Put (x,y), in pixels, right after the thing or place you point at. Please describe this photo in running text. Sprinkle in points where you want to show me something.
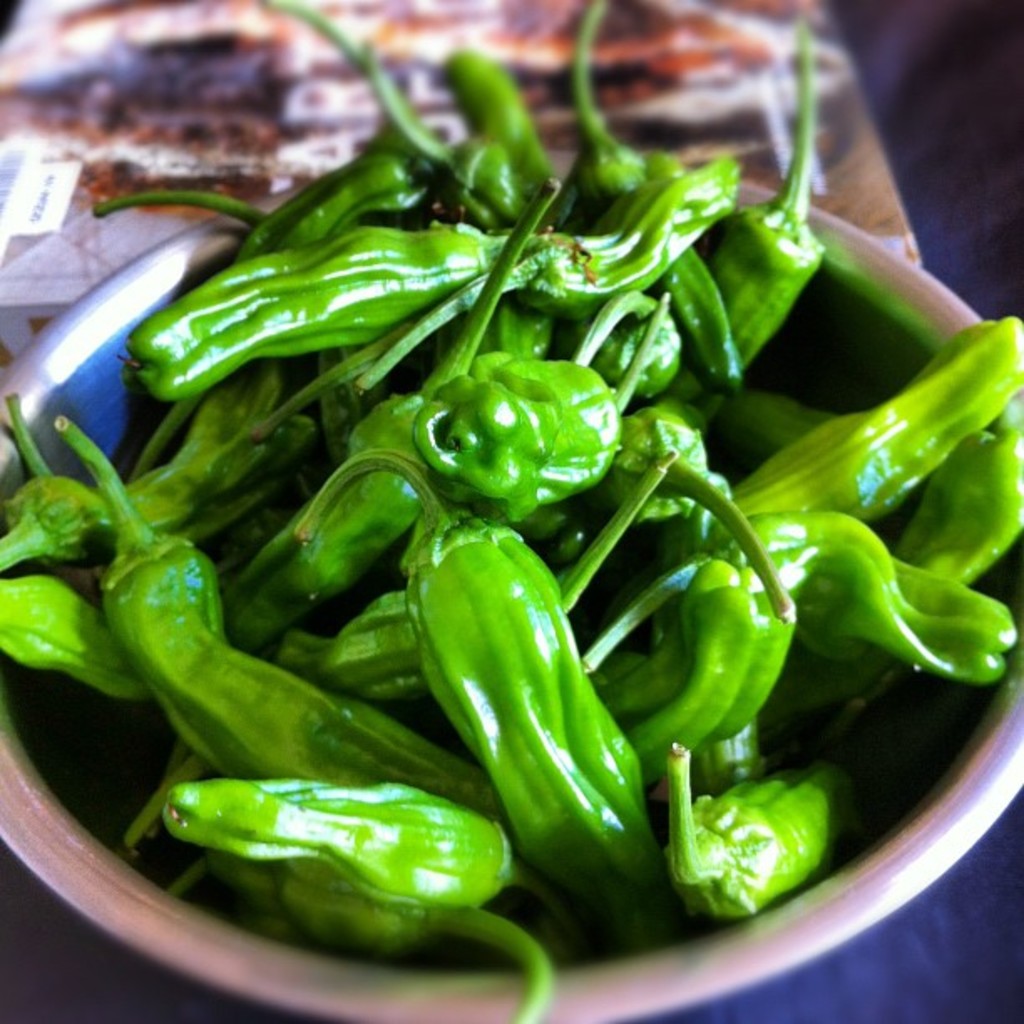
In the picture I can see green vegetables (388,726) in a bowl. The background of the image is blurred.
